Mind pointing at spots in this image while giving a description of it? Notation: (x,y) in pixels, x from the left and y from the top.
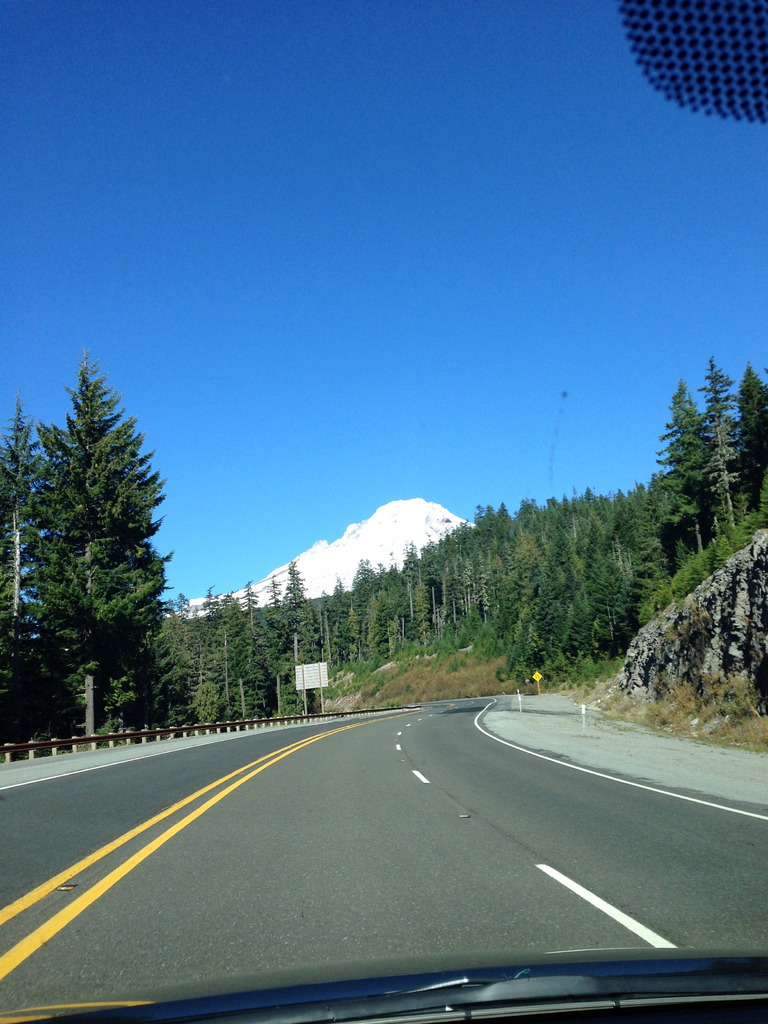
In this picture we can observe a road (355,856). There is a board (313,673) fixed to the pole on the left side of the road (454,724). There are some trees (237,623). In the background (370,558) there is a snow mountain (334,573) and a sky (376,336).
